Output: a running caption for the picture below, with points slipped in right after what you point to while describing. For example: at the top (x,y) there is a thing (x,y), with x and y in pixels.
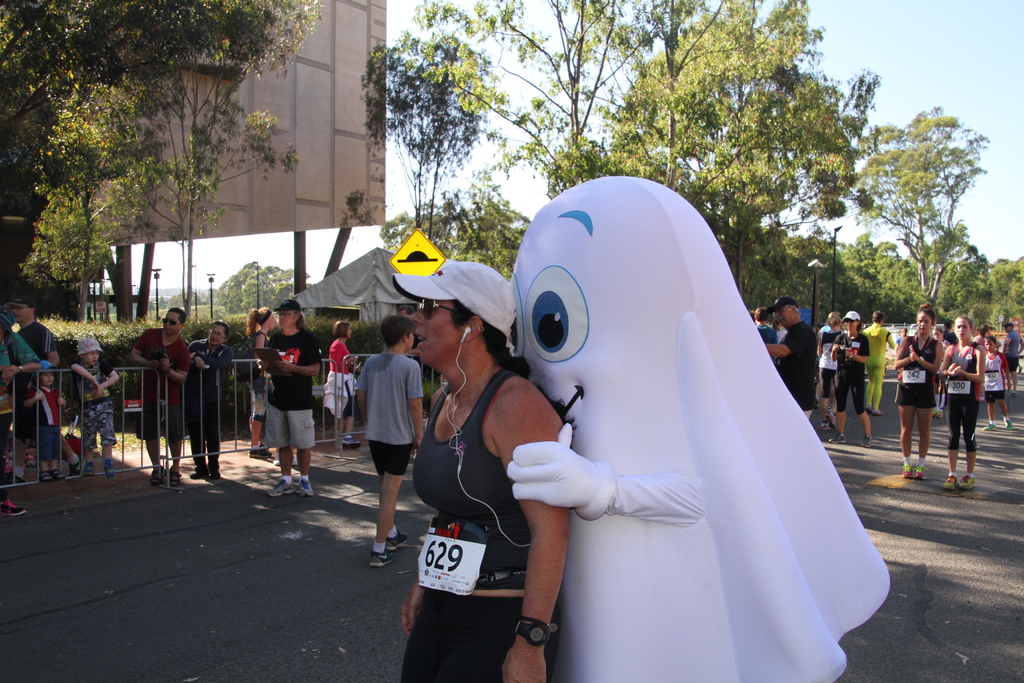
This is an outside view. Here I can see a person (477,529) standing on the road (343,658) facing towards the left side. At the back of this person (548,429) there is a toy (647,583) holding this person (531,424). In the background (411,388) many people (805,374) are standing on the road (912,492) and looking at the left side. In the background (608,155) there are many trees (788,190) and there is a board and also I can see few poles (157,312). On the left side (148,438) there is a railing (134,429), behind few children (45,380) and people (207,357) are standing. At the top of the image (953,40) I can see the sky (948,33).
